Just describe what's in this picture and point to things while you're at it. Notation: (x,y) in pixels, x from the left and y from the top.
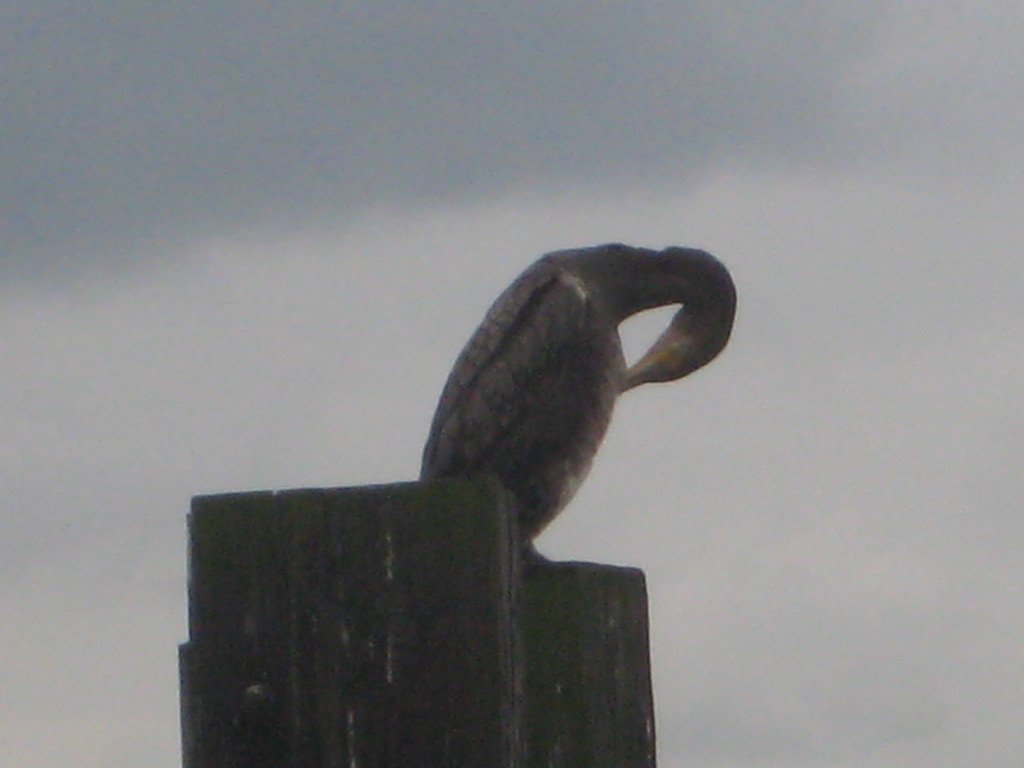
In the foreground of this image (538,493), there is a bird (556,404) on a wooden pole (439,654). In the background (494,87), there is the sky (872,70) and the cloud (902,84).
